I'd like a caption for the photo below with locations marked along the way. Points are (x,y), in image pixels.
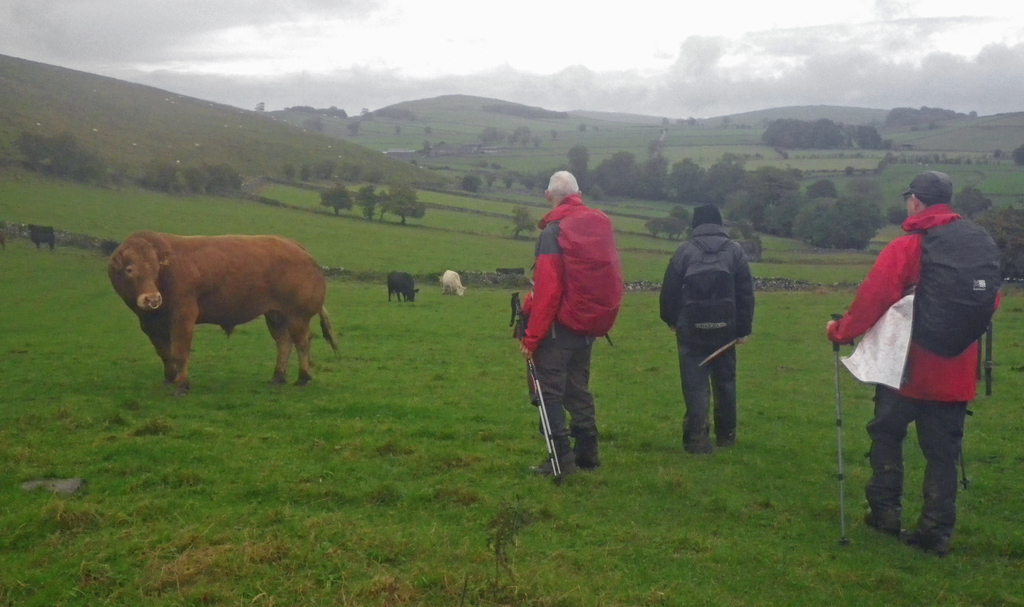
In this image I can see the ground (448,498), some grass (448,498) on the ground (445,495), few persons (542,336) wearing bags (619,273) are standing, few animals (292,320) which are brown, black and white in color, few trees (229,188) which are green in color and few mountains (296,172). In the background (313,53) I can see the sky (547,52).
